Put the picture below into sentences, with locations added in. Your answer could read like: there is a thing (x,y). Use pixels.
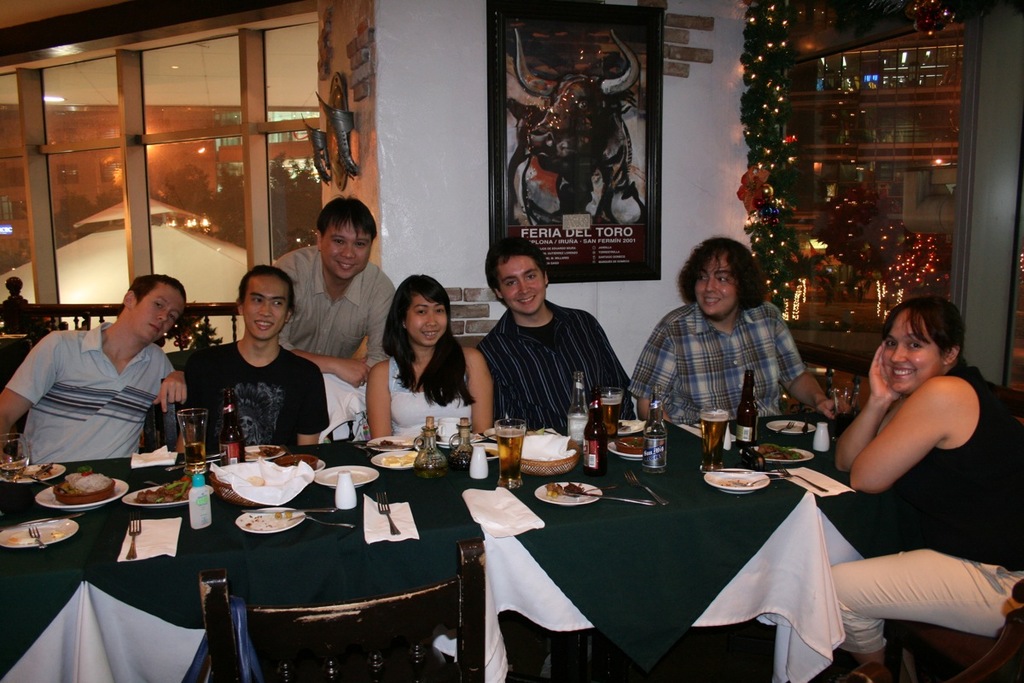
In this image, we can see a group of people (928,448). Few people (939,510) are sitting. Here there is a table (502,556) cover with cloth (696,625). So many things (543,454) and items (476,517) are placed on it. At the bottom (387,625), we can see chair (406,627). Background (451,212) we can see wall (407,247), railing (220,311), poster (581,101), decorative objects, glass things (107,275). Here a person (353,269) is standing. Through the glasses (810,341), we can see outside views. Here we can see buildings (936,177) and trees (942,248).
